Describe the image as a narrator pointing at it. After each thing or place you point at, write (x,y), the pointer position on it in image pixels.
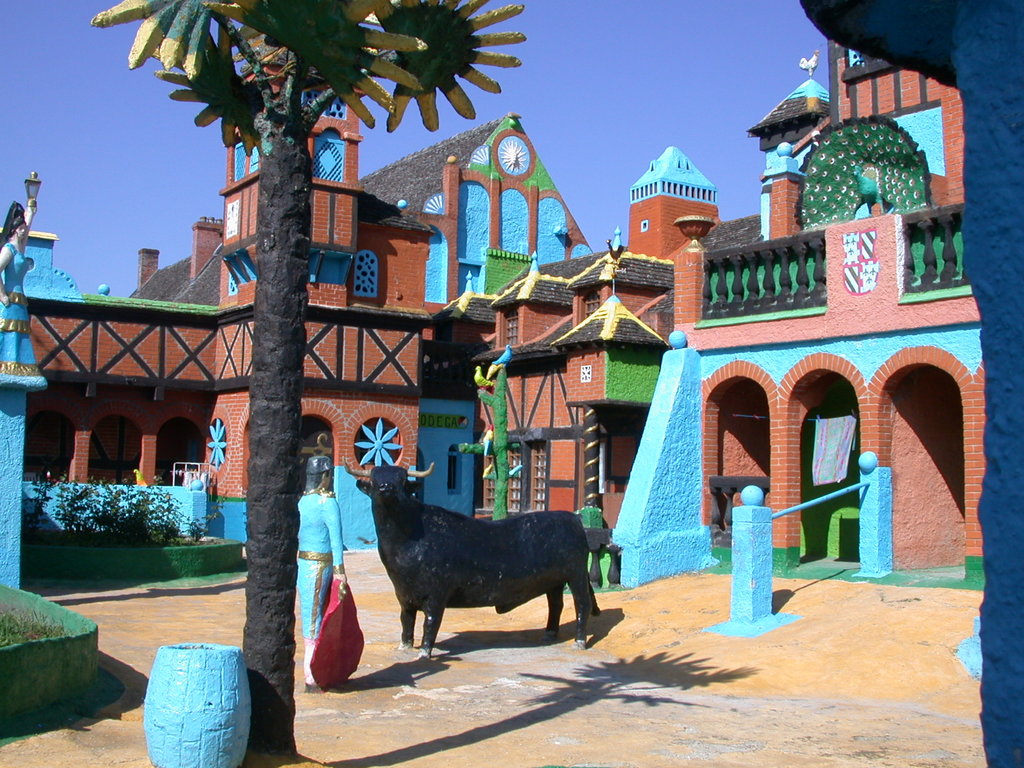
In the foreground of this image (422,581), there are sculptures (266,578) of a tree (283,457), bull (519,521), a man (314,491), buildings (592,393) and we can also see the sky (603,56) and the floor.
